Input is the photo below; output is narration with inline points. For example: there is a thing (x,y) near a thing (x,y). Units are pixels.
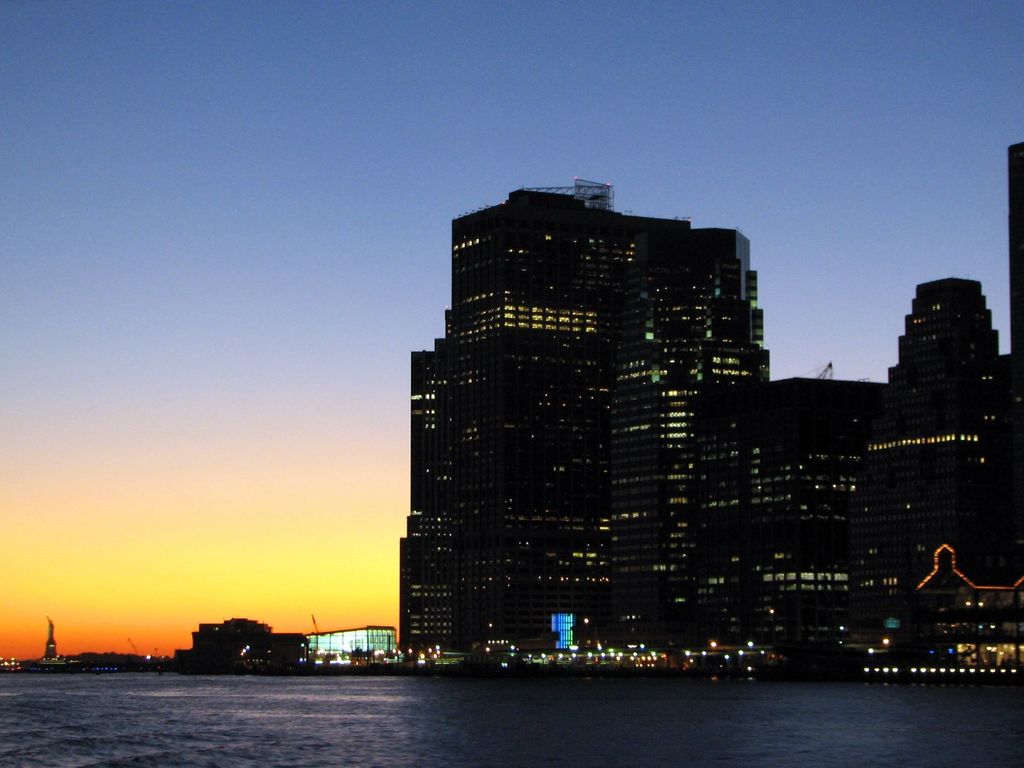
In this image there is a sea (657,708), in the background (723,574) there are buildings (578,593) and a sky (209,477).
